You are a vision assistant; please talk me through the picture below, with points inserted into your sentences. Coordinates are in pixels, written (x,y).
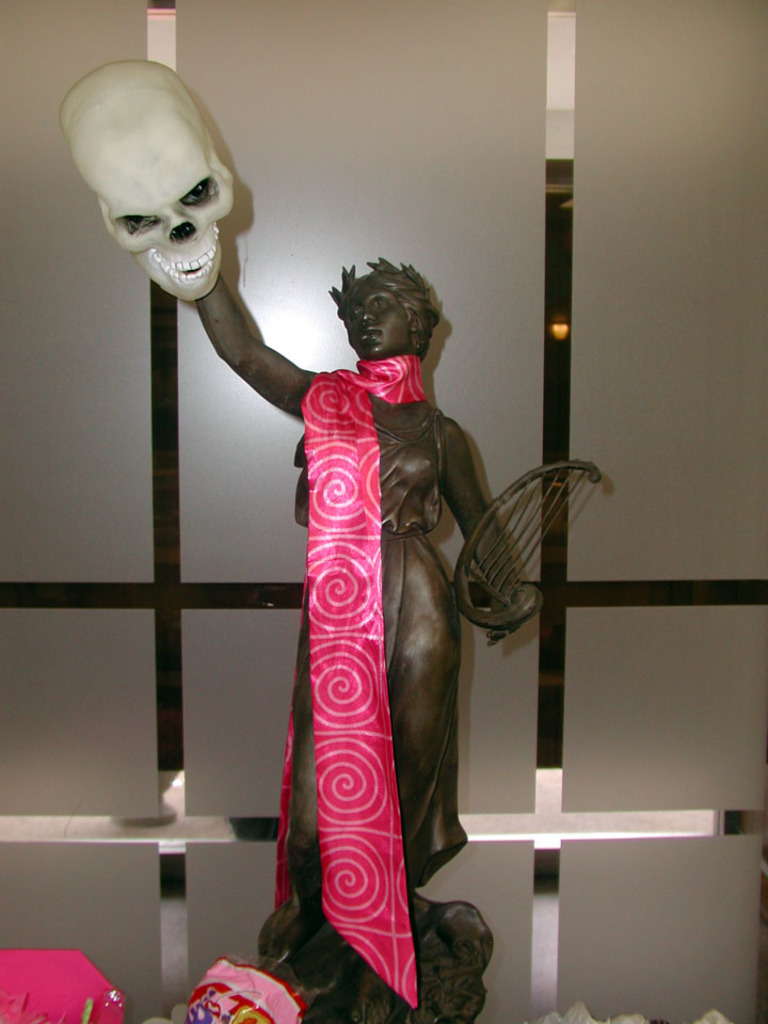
In this image, we can see a sculpture (421,475) in front of the glass wall (209,356).
